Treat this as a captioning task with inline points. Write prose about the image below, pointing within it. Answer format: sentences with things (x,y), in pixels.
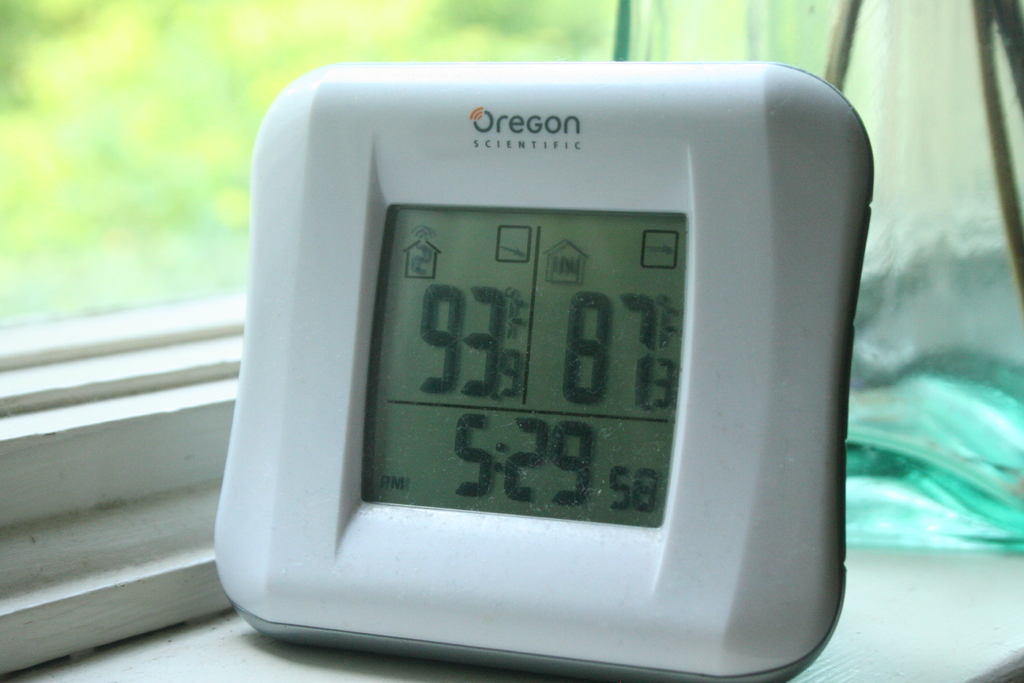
It is a digital meter (635,450), there is time (573,460) in it. On the left (193,213) it is a glass window (223,256).
